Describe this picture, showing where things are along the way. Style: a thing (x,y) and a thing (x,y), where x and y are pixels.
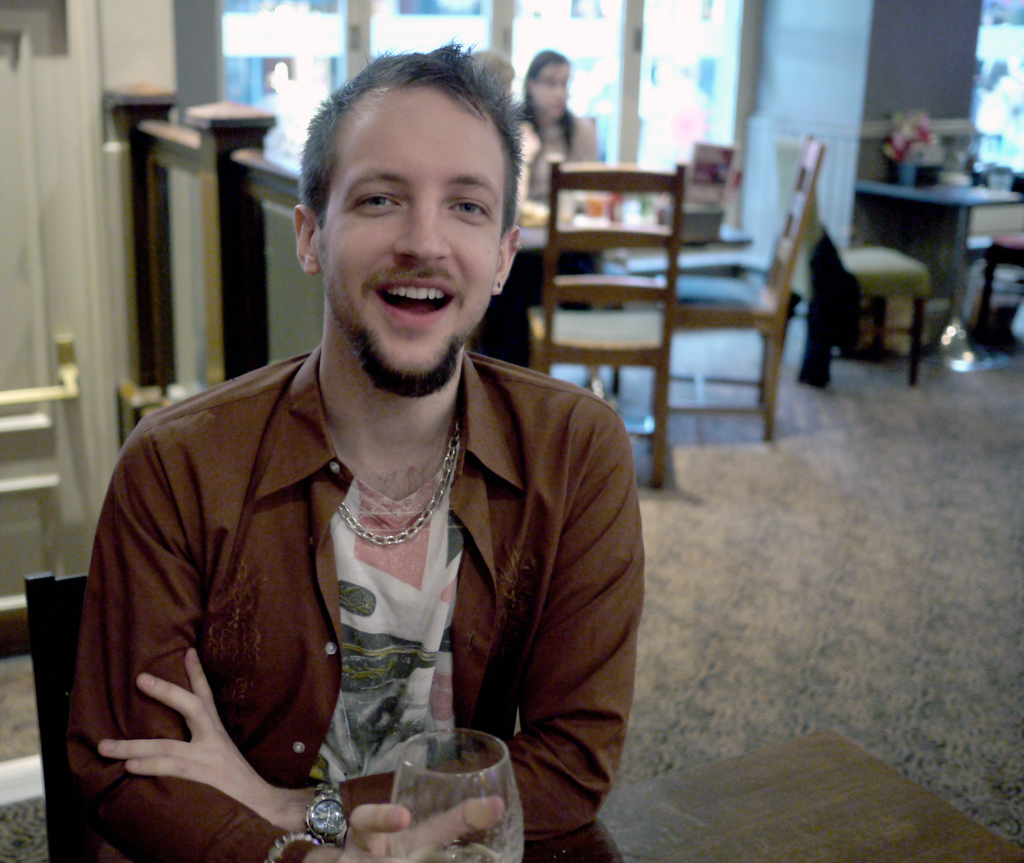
A man (389,567) wearing a chain (397,544) and a watch (342,804) is holding a glass (448,825). Glass (489,820) is on the table (739,794). There are many chair (679,318), tables (526,231) in the background (539,237). Also a lady (570,144) is sitting in the background (551,151). There is a flower vase (904,147) on the table (949,199). There are window (459,18) and wall (844,44) in the background (138,77).
